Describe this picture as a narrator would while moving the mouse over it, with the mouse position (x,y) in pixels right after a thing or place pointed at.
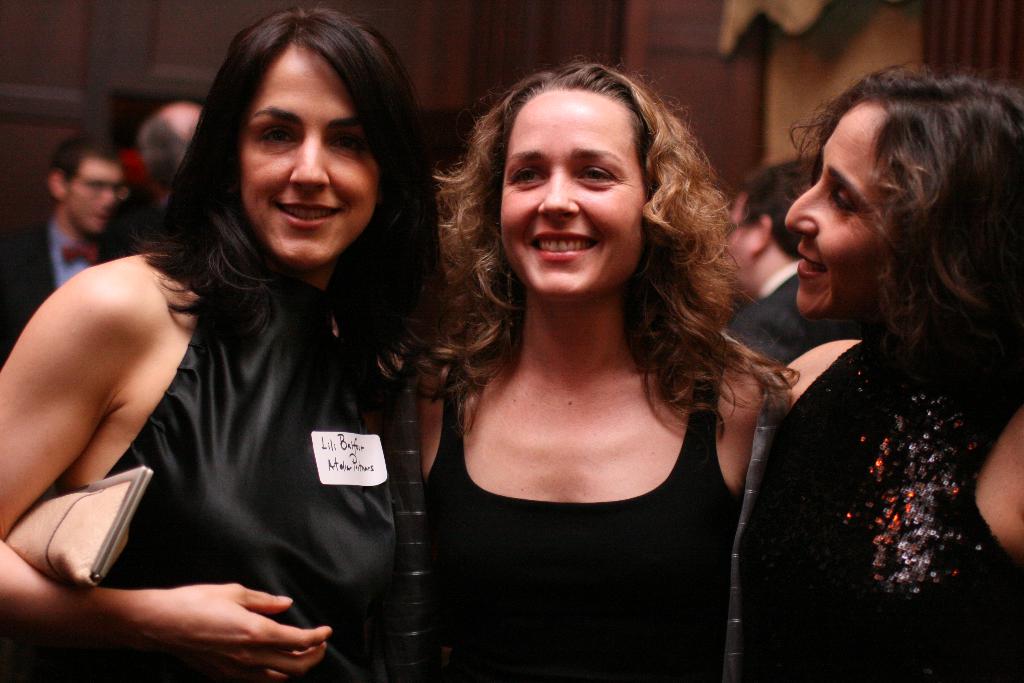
As we can see in the image there are few people (149,187) here and there and a wall (745,102). In the front (710,545) there are three women (467,499) wearing black color dresses (219,489).
